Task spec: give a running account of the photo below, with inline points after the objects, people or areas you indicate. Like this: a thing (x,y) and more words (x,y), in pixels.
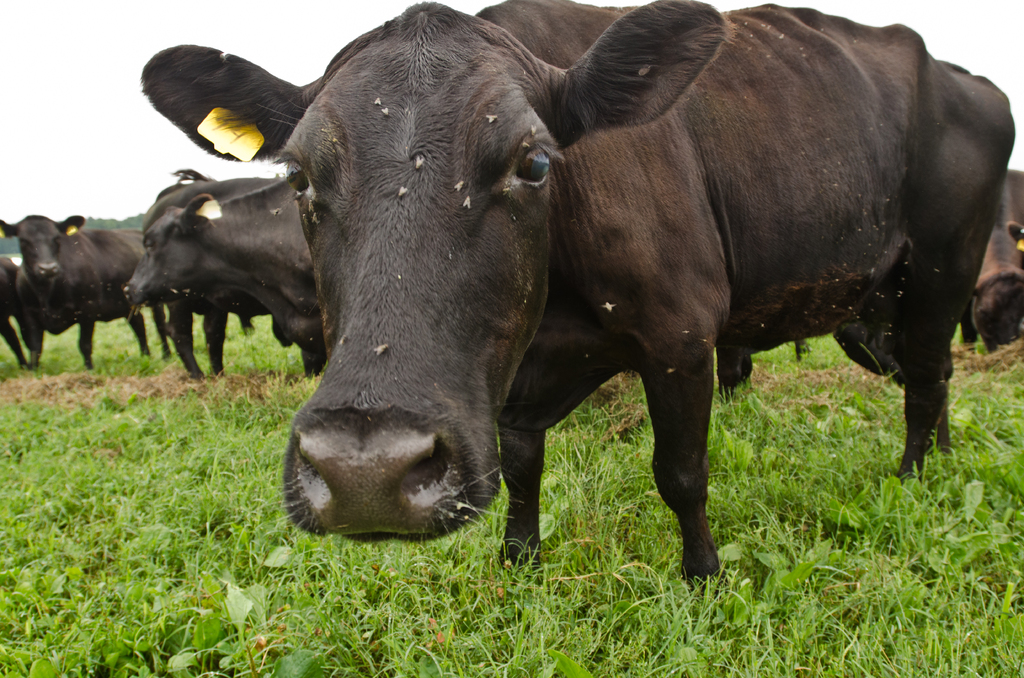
In this image there is a group of cows (429,206) are on the grassy land (285,357) as we can see in the middle of this image (591,441). There is a sky (281,62) on the top of this image (55,96).
